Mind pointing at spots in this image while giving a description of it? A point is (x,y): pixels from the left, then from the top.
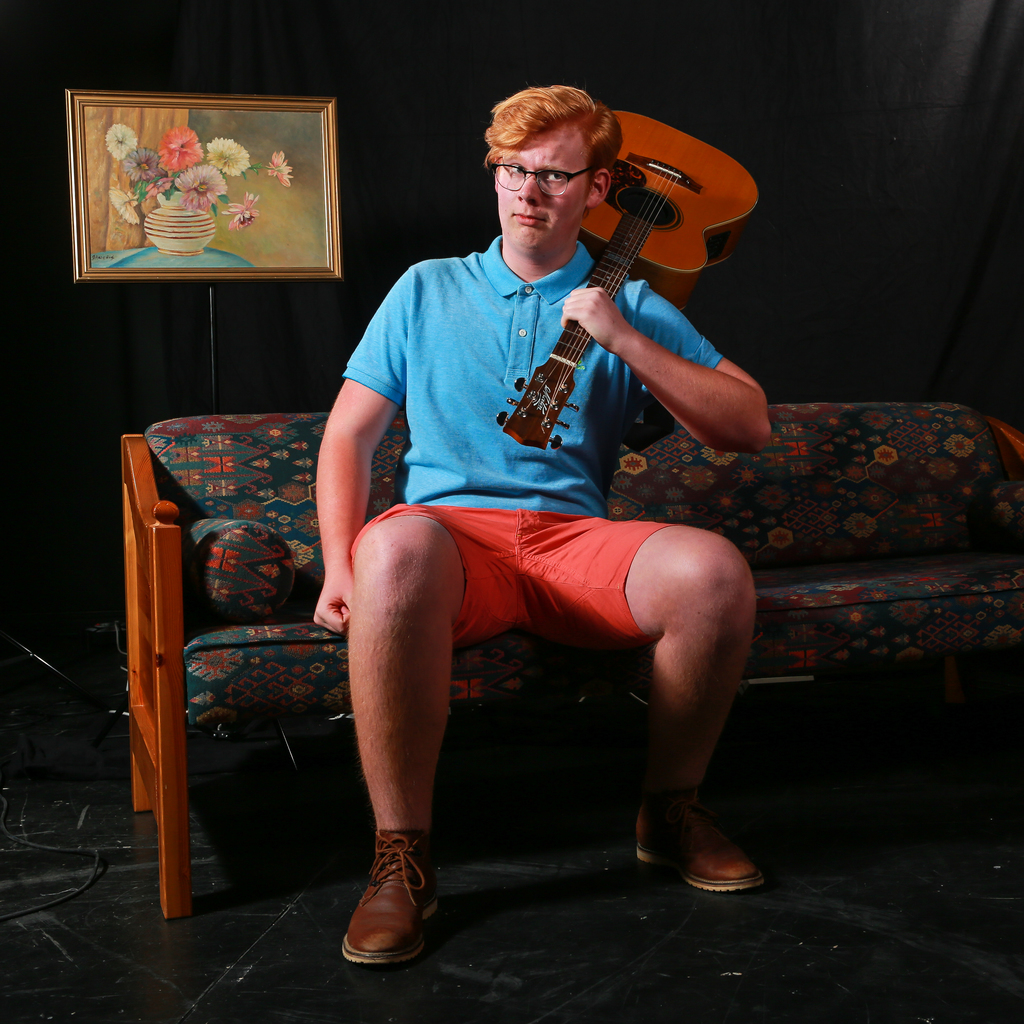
In this image a person (515,477) is sitting on the sofa (823,633) in the center (515,530) is holding a guitar (637,237) on his shoulder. In the background (538,66) there is a black colour curtain (477,46) and a frame (205,215).
